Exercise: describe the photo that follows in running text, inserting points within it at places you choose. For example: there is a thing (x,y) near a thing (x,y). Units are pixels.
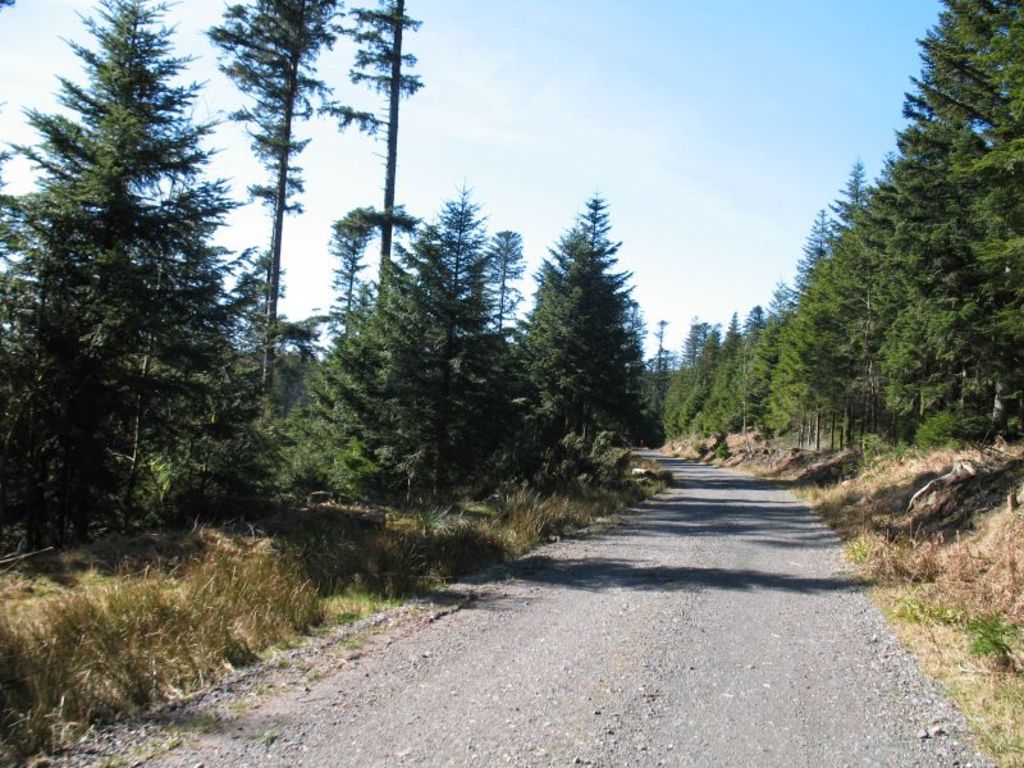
In this image we can see road (680,579), trees (679,422), grass (942,588) and sky (572,112).
